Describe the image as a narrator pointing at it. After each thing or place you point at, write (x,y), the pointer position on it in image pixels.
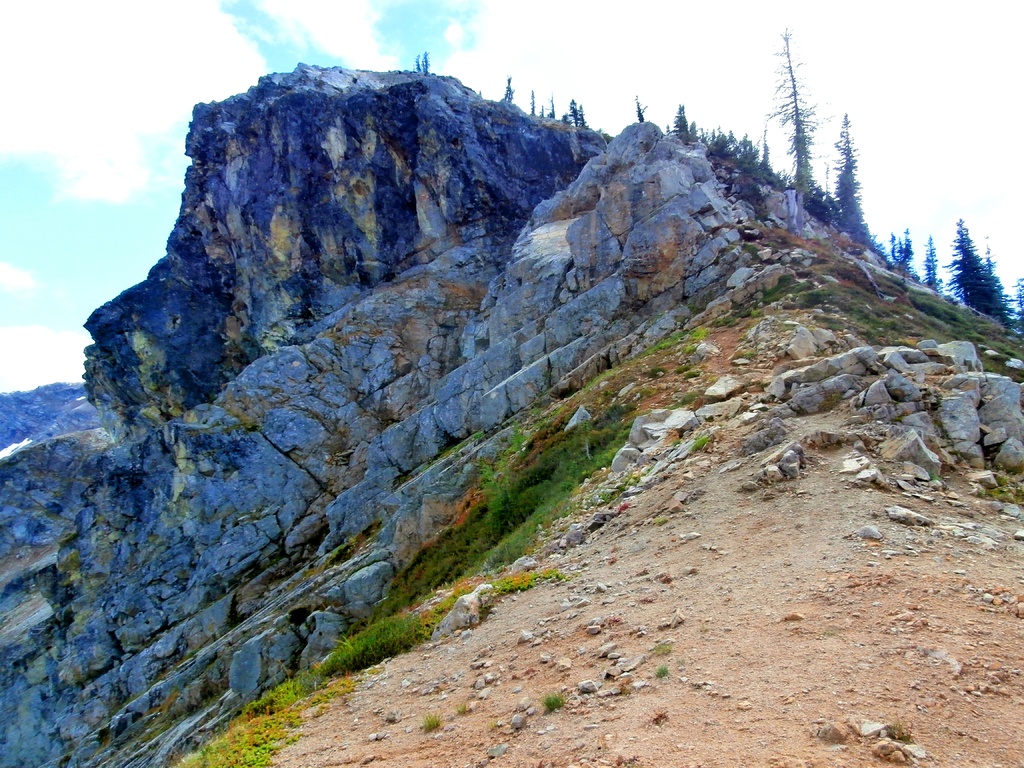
In the foreground (471,383) I can see grass (608,448), mountains (692,350) and trees (770,185). In the background (336,48) I can see the sky (336,48). This image is taken may be on the mountain (419,481) during a day.
